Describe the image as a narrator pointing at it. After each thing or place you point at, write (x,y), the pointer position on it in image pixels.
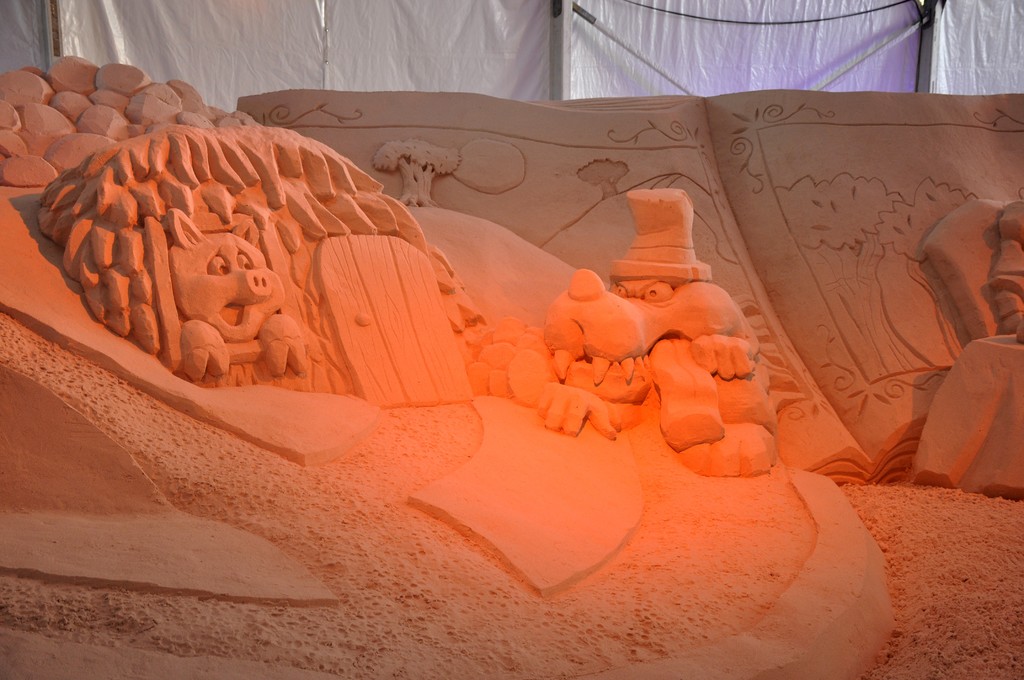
In this image we can see the sand art (269,104) and in the background (162,41), we can see a curtain (532,35) and the poles (552,35).
